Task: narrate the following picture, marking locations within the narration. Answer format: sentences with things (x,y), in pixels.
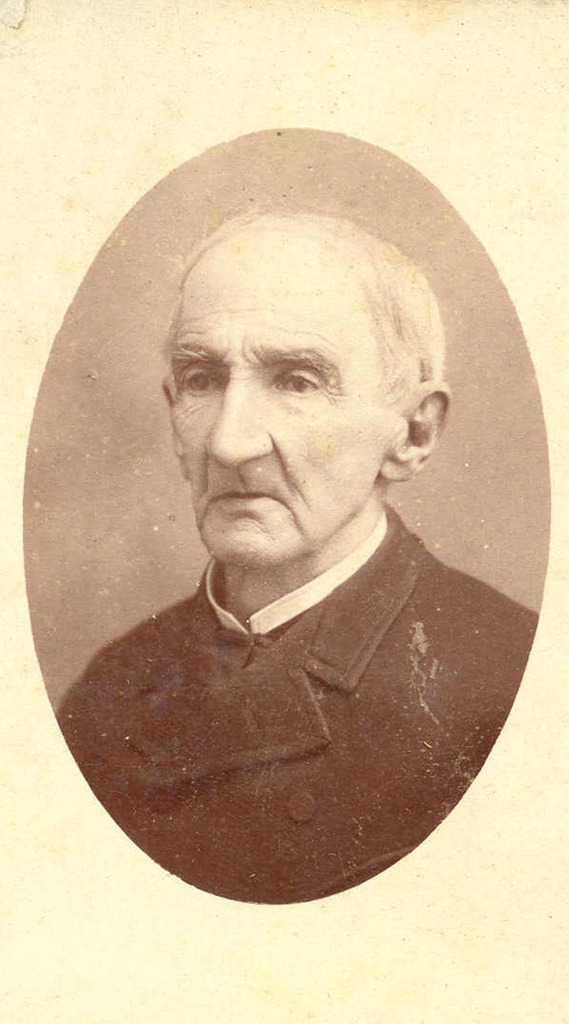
In this image there is a picture of an old man (286,430).
